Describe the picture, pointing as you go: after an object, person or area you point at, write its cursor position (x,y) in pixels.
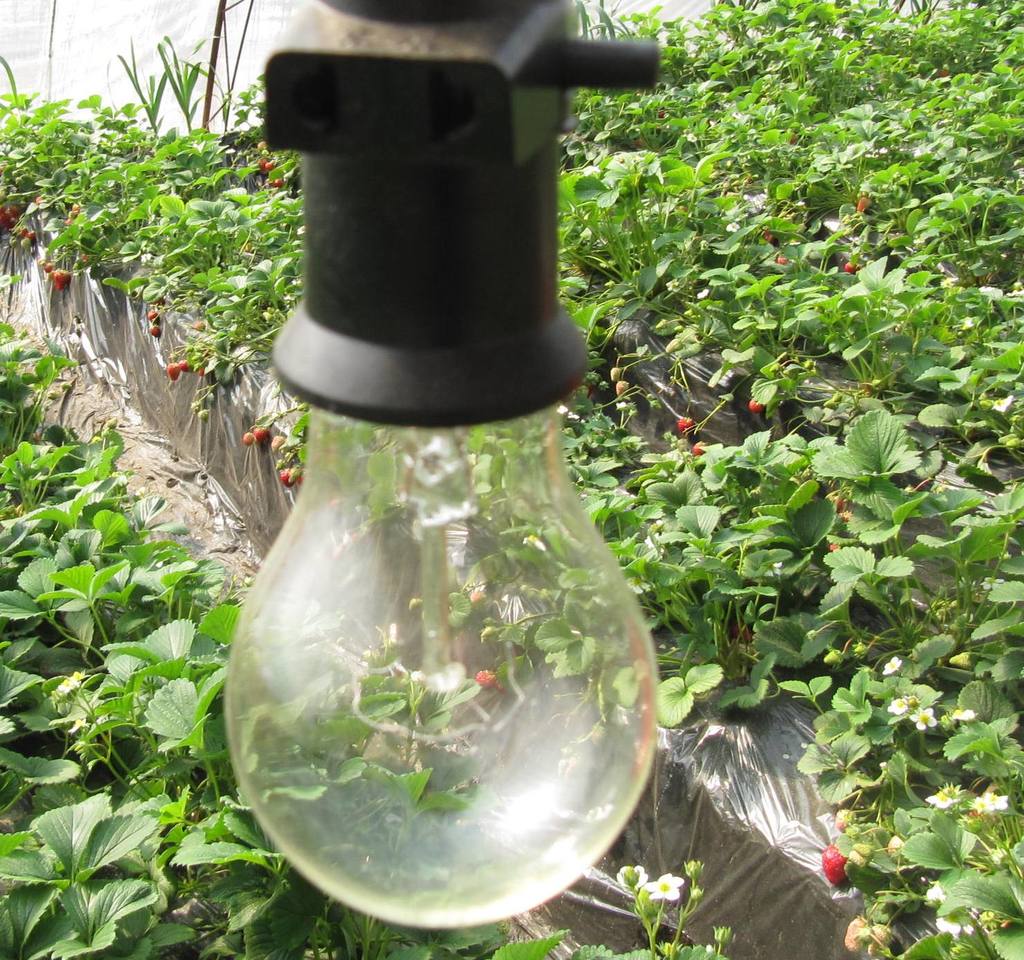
In this image I can see a bulb (277,791). I can also see green color leaves (158,787) and few red colour things (838,853) in background (23,235).
